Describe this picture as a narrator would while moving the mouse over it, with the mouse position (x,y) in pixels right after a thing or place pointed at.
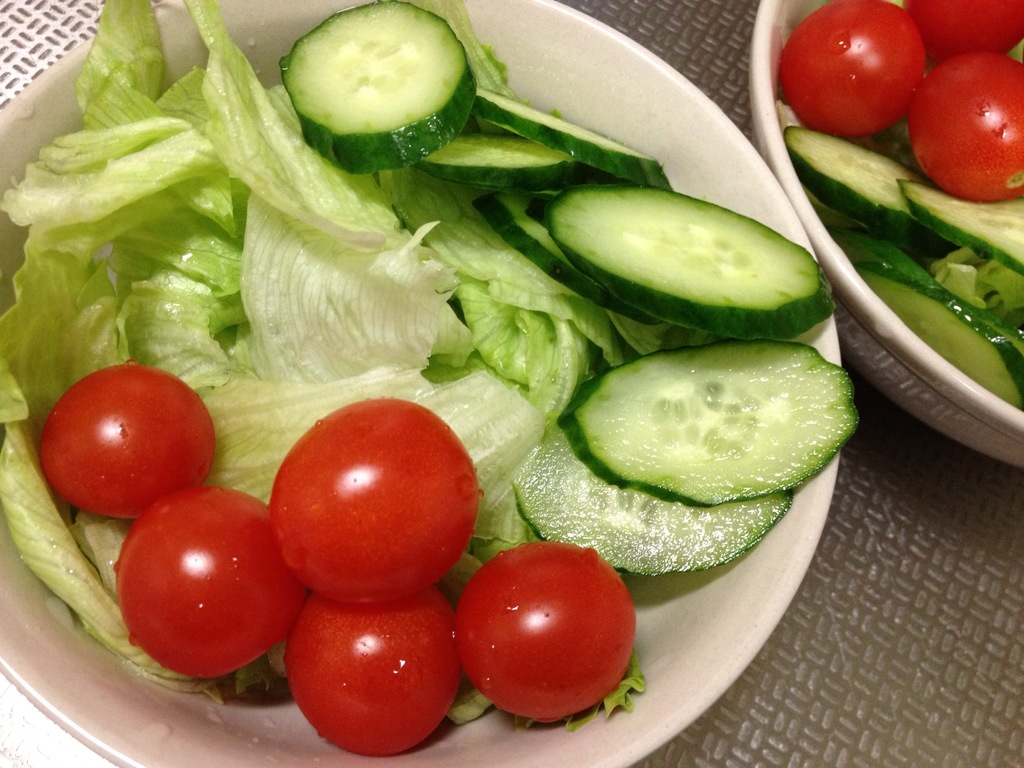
This image consists of vegetables (402,344) which are in the bowls (665,629).
